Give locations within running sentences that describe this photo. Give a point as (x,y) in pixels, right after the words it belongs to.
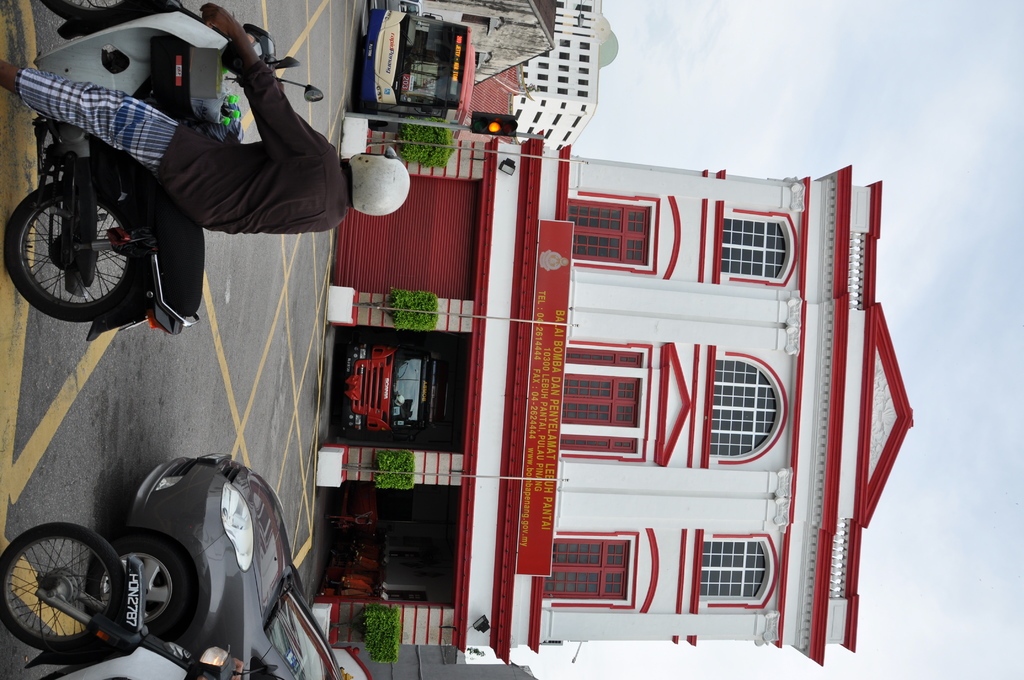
In this image we can see few buildings (623,293). There are few vehicles (390,414) in the image. There is some text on the bus (461,61) at the top of the image (459,61). A person (162,135) is sitting on the motorbike (156,185). There are few plants (395,621) in the image. We can see the sky (983,655) at the right side of the image (970,651).
